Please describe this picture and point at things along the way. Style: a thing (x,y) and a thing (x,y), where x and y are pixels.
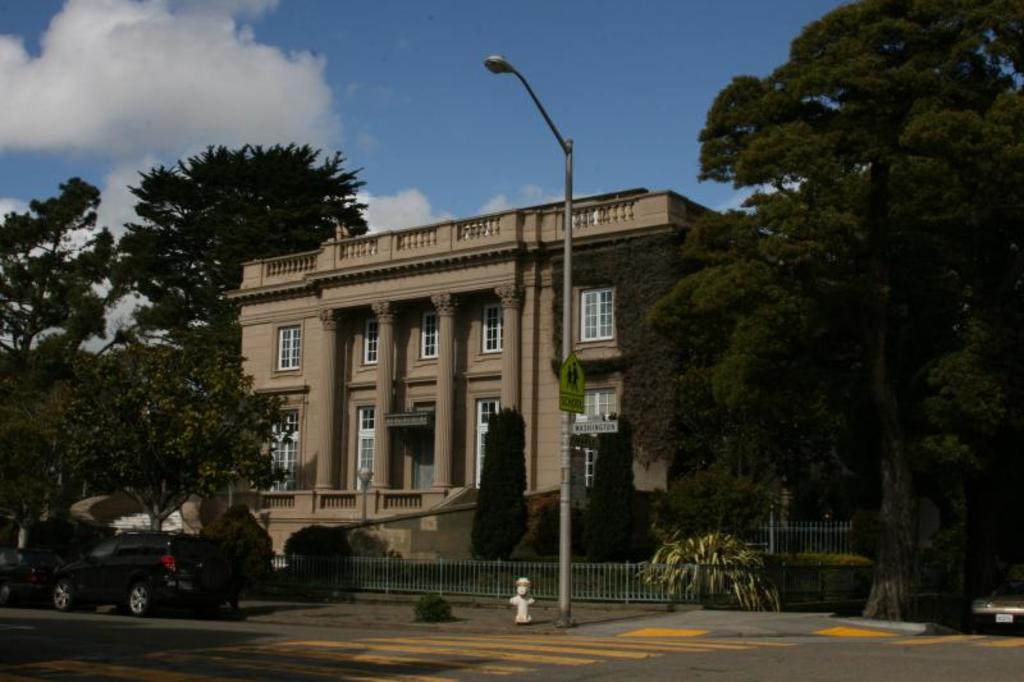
In the image there is a building (524,278) and in front of the building (395,528) there are two cars (103,570), a street light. There are many trees (237,240) around the building (482,270).
